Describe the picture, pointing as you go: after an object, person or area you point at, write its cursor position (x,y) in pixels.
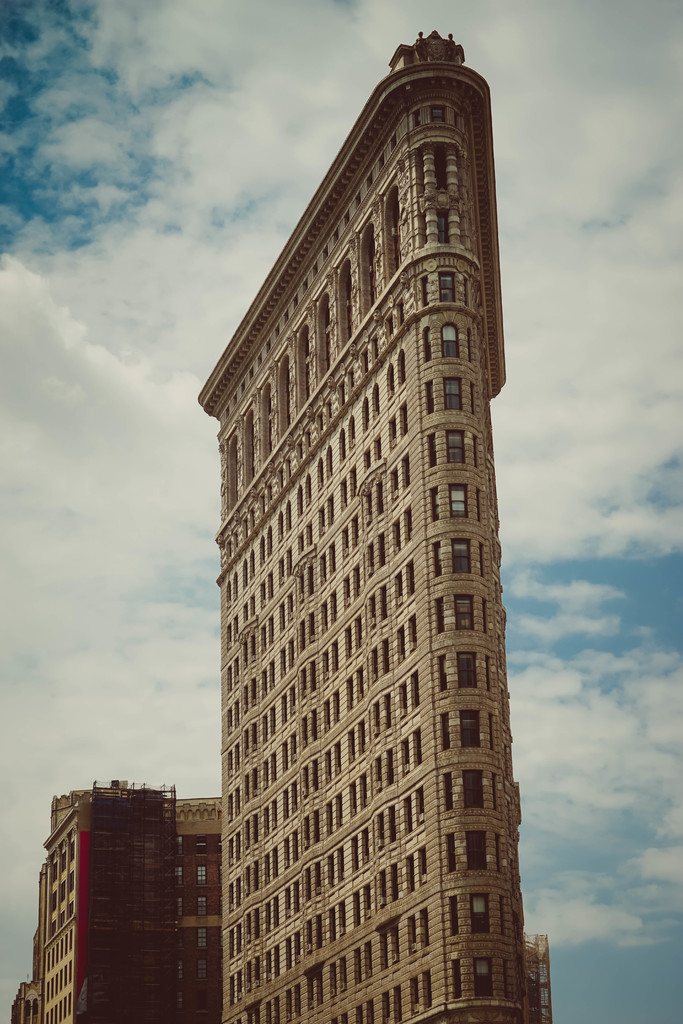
In front of the image there are buildings (297,495). In the background of the image (216,54) there are clouds (607,746) in the sky (637,793).
